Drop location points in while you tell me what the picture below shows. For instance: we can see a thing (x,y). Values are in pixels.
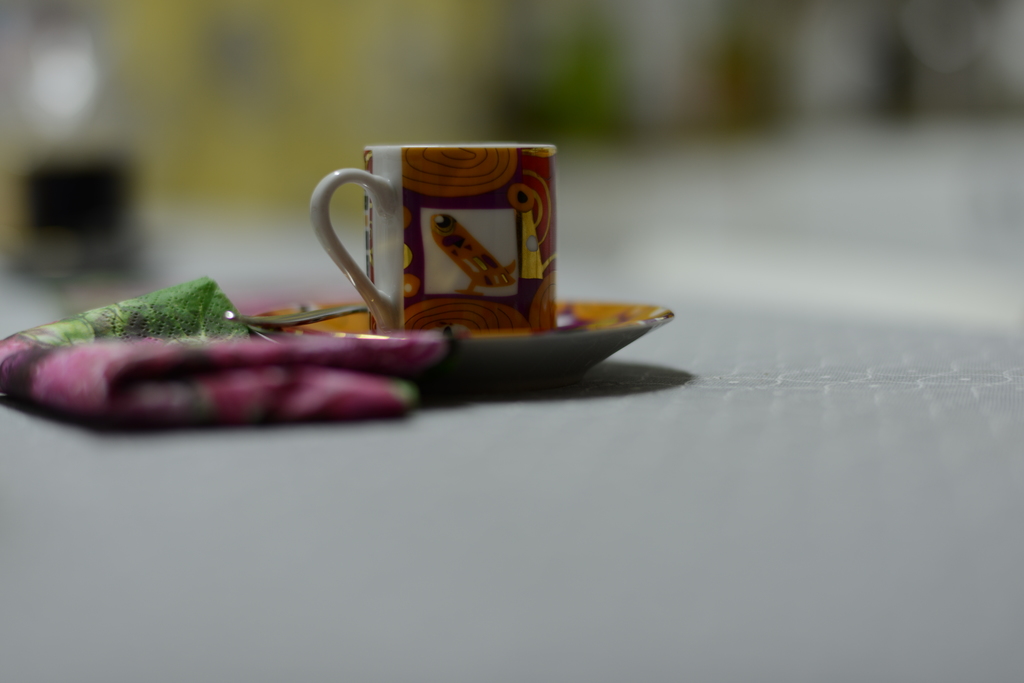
In this image we can see cup (483,299), saucer (468,345), spoon (314,315) and napkin (126,368).
